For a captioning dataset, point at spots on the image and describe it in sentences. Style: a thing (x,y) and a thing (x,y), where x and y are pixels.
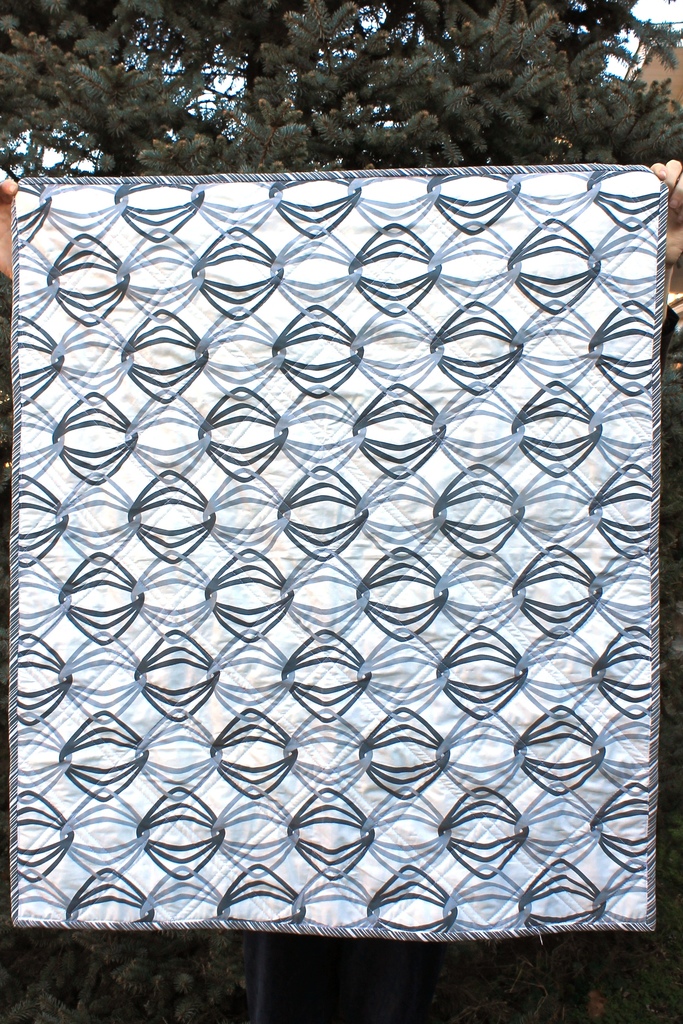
In the picture I can see a person (678,220) holding a cloth (370,397) which has few designs (338,549) on it and there are trees (427,53) in the background (471,66).
